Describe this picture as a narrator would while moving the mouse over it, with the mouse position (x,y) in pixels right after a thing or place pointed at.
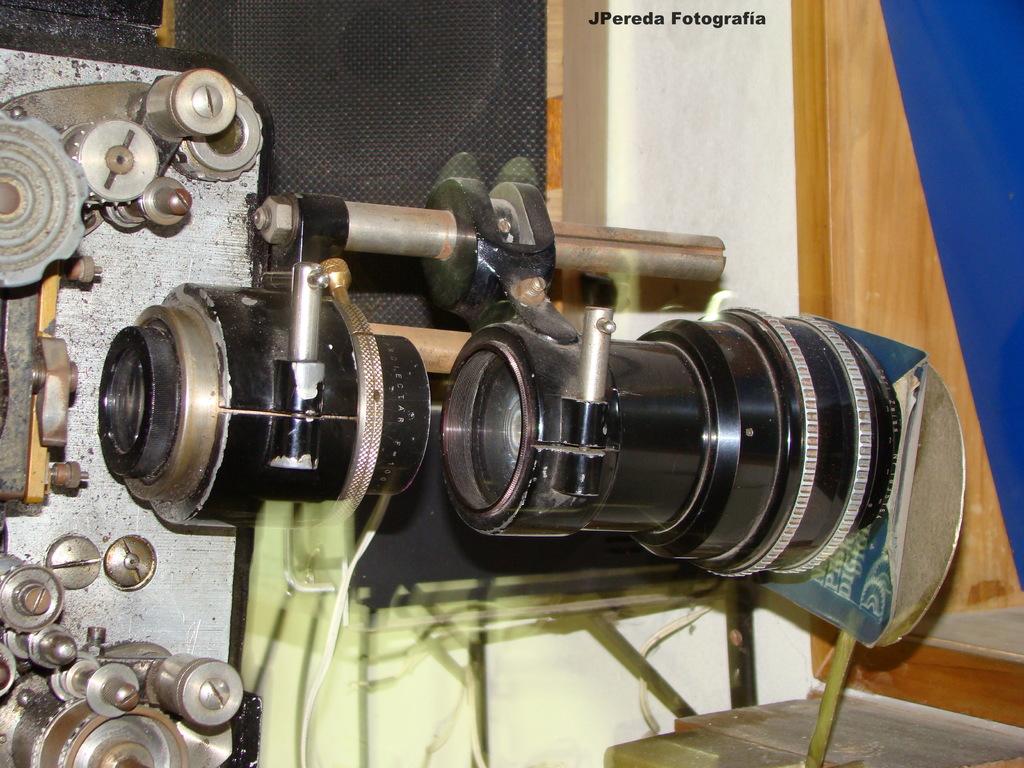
In this picture we can see a machine tool (68,165) and camera lens (623,401). We can see objects (887,361). At the top portion of the picture (741,10) we can see a watermark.
